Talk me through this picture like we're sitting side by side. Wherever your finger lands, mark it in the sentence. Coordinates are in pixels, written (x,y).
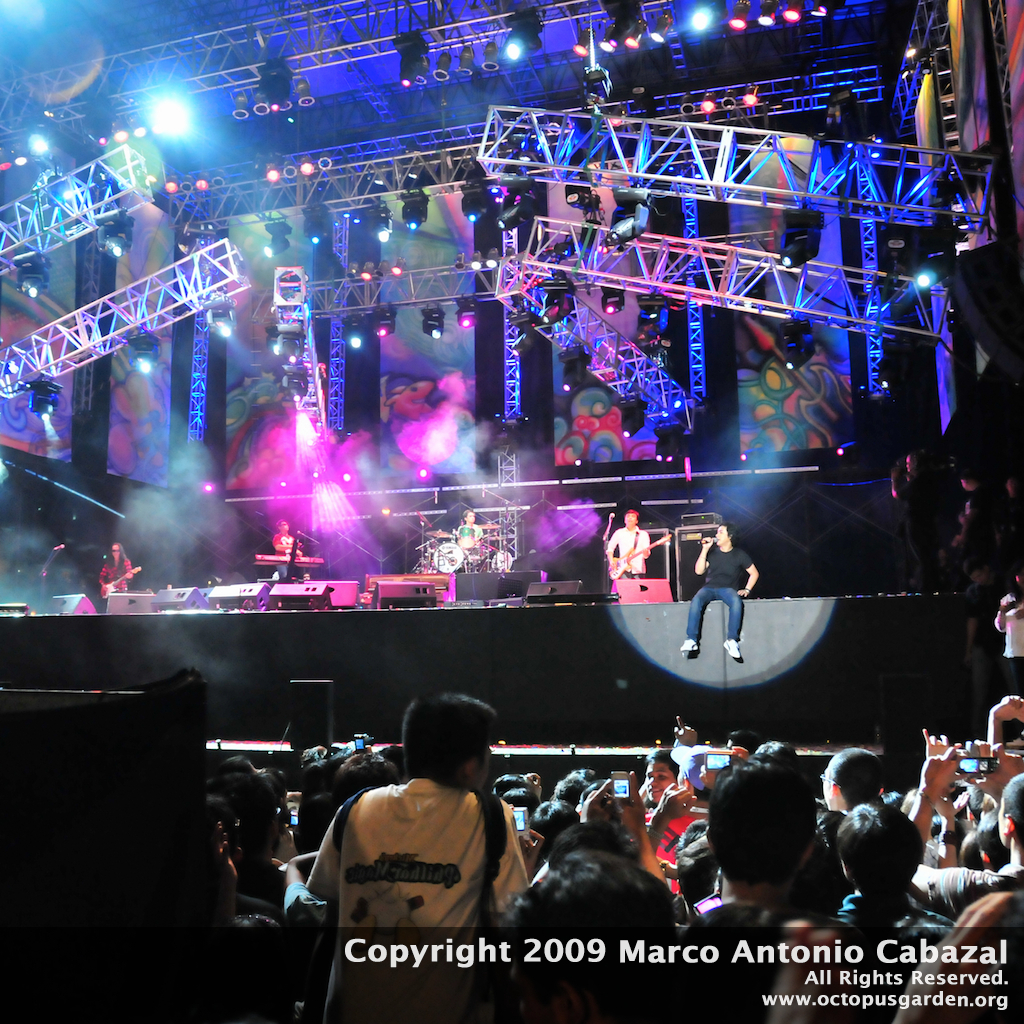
In the image I can see few people (687,775) are standing and few people (676,787) are holding something. I can see few people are holding musical instruments (442,552) and one person (706,565) is holding the mic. I can see few lights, speakers (712,530) and the colorful background (247,386).
